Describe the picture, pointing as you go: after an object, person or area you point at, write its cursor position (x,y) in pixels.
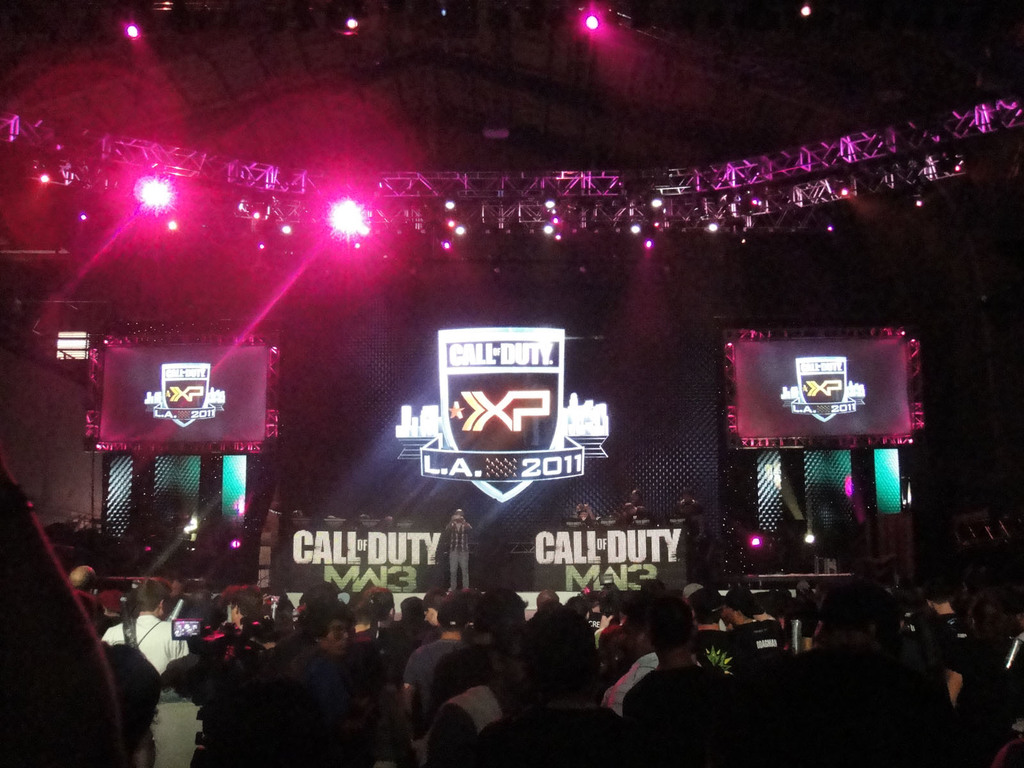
In this image we can see a person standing on the stage (415,516). We can also see some boards (403,532), lighting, roof (163,81) and a group of people (437,647) standing beside the stage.
